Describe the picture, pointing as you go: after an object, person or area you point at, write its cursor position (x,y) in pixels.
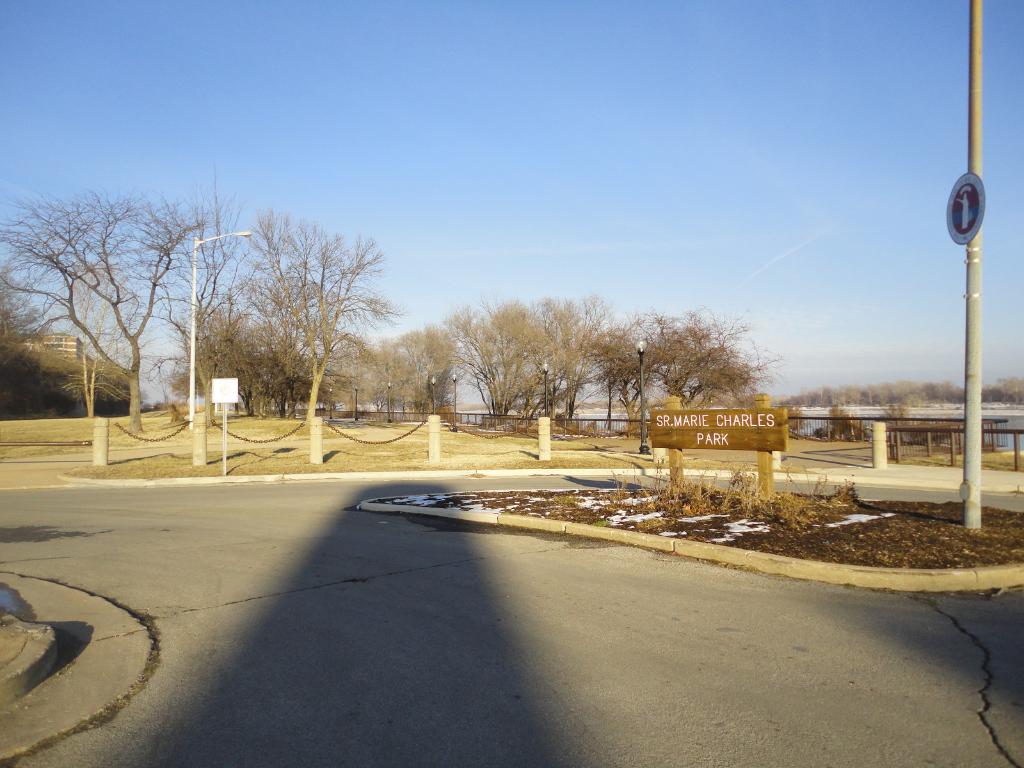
In this image in the center (626,495) there is grass (663,500) on the ground (711,504) and there is a board (717,446) with some text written on it and there is a pole (974,433). In the background (309,338) there are trees (227,362), poles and buildings (78,359).
